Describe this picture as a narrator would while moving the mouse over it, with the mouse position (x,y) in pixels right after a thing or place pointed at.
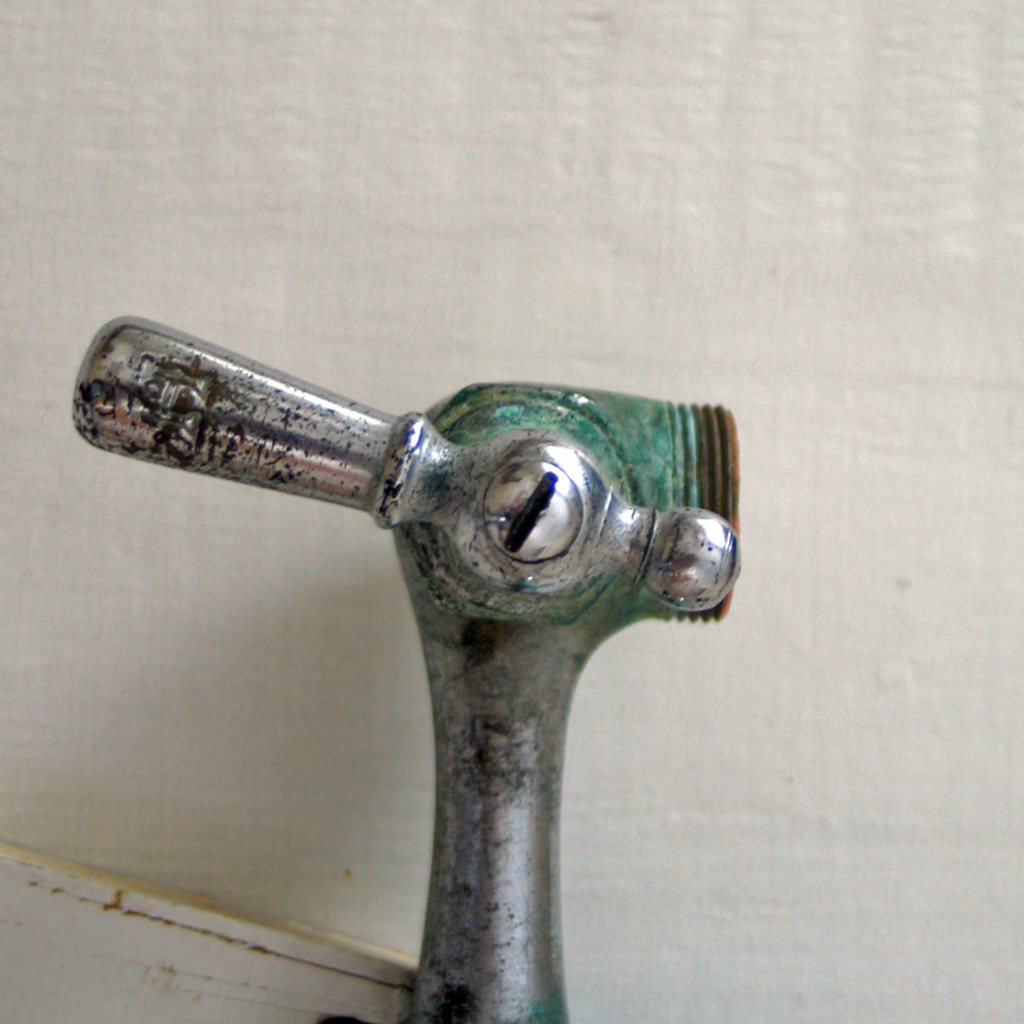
In this image, we can see a steel rod (511,629) which is in the shape of tap. Background (870,782) we can see a white wall (266,742).
